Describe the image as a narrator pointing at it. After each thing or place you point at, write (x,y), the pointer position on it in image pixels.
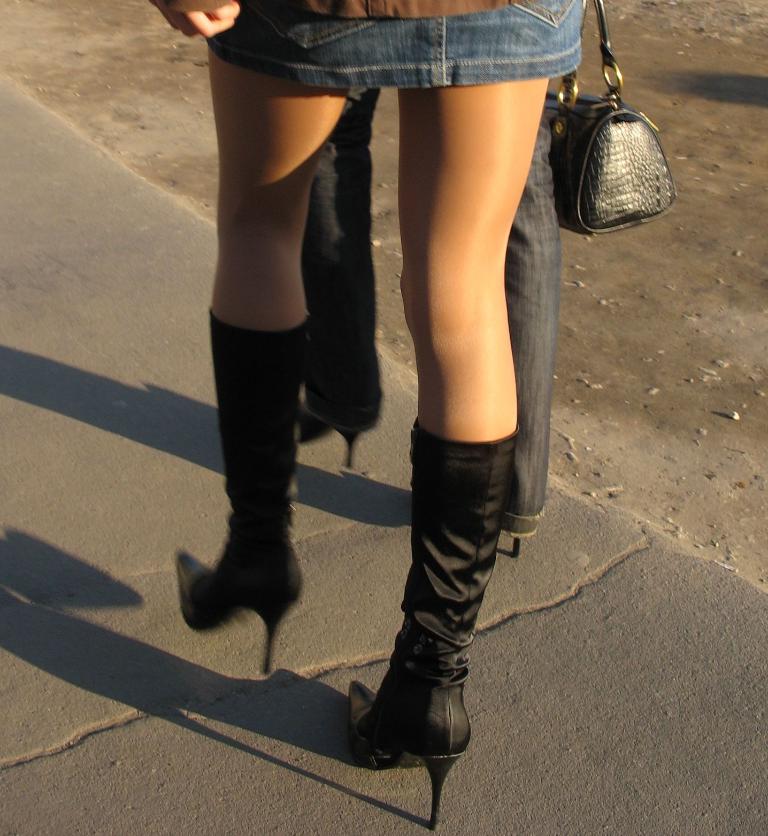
In this image I see person's legs (549,176) and they are wearing heels (439,490) and I see a bag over here and they're on the path (576,557).
